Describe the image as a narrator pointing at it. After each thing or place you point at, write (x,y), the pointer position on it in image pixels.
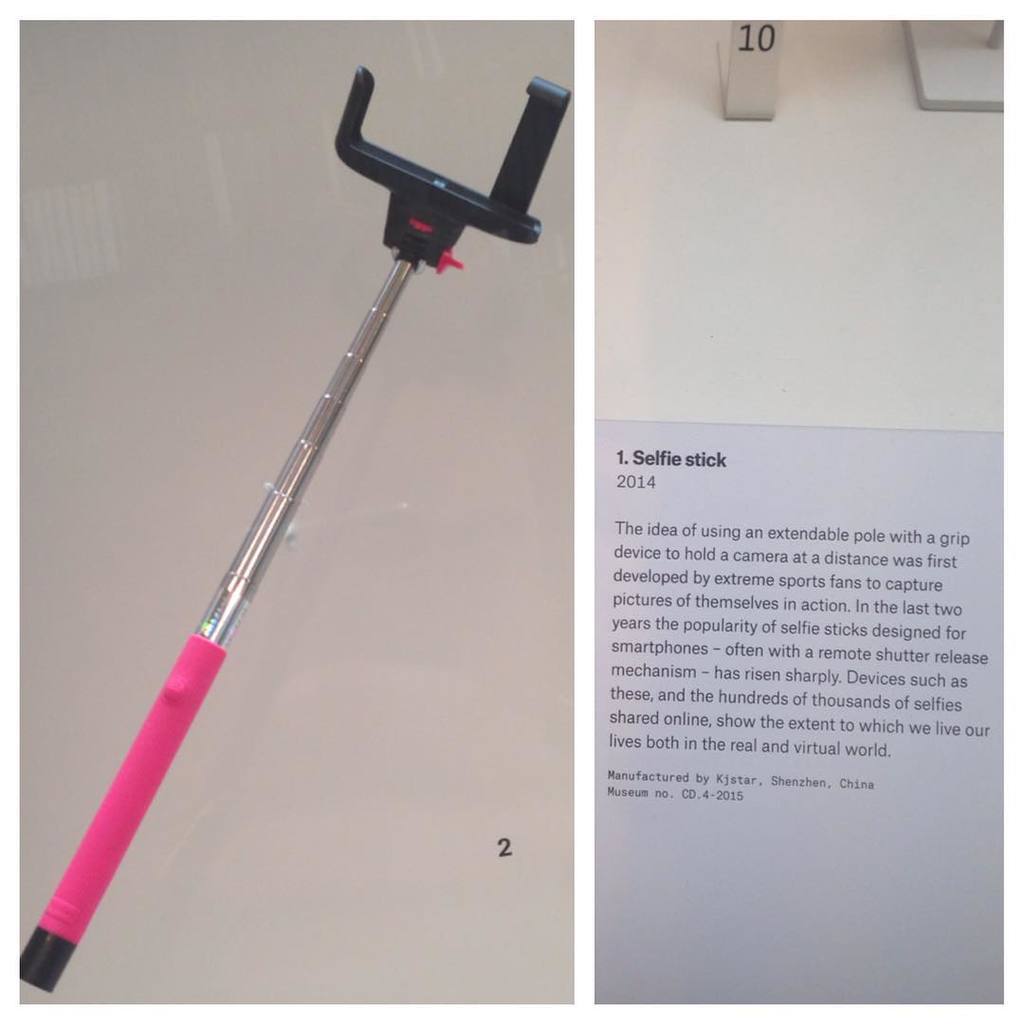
It is a collage picture. On the left side (139,749) image, we can see one object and one number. And we can see the cream colored background (329,548). And on the right side (770,498) image, we can see one paper (739,752) with some text (786,578) on it. At the top of the image (988,83), we can see some objects (747,77).
